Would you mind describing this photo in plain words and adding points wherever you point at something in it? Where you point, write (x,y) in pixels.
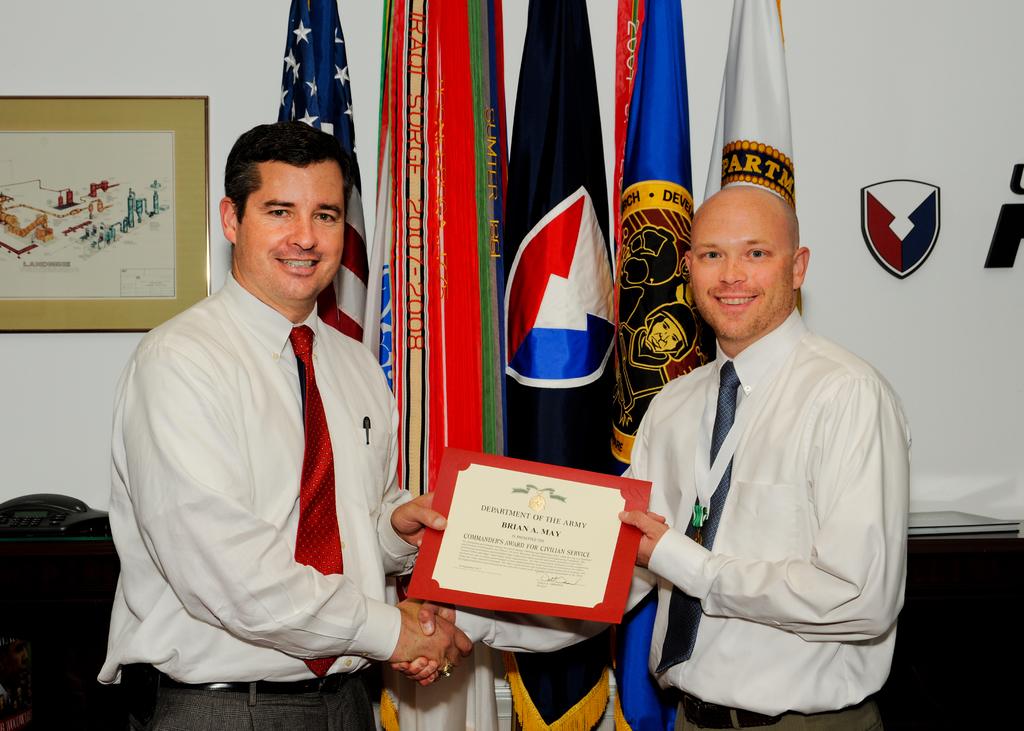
In the center of the image (354,449) there are persons (370,553) standing. In the background (23,338) there is a photo frame (110,185), flags (449,133) and wall (876,154).
